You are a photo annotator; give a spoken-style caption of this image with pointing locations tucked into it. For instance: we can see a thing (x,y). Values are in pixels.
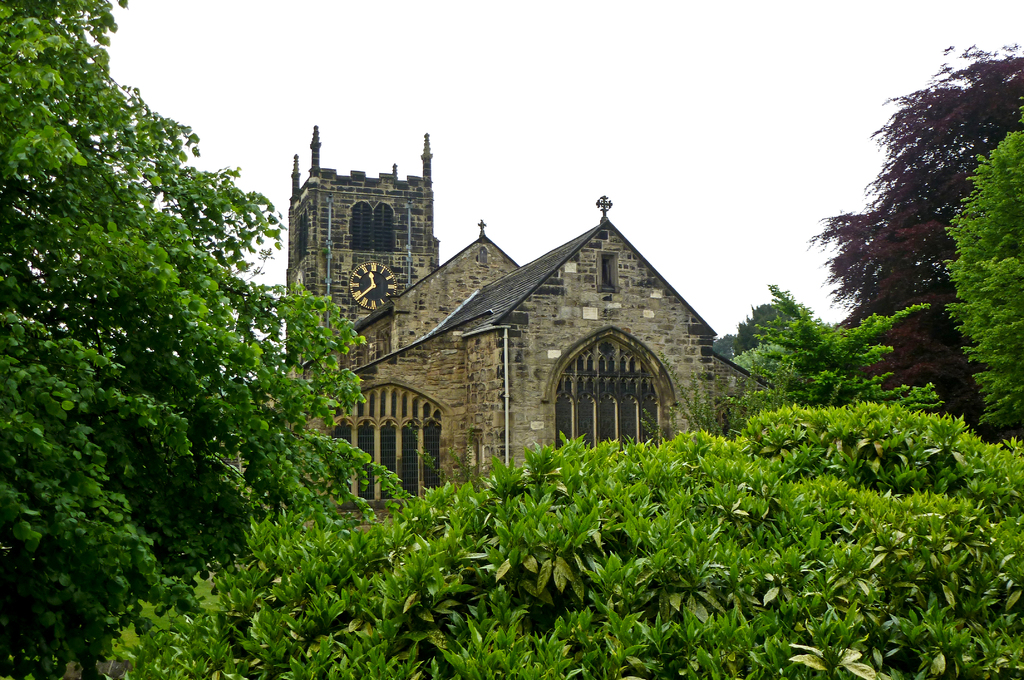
In this picture there is a church (505,407) in the center of the image (489,261), on which there is a clock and there is greenery (1002,241) in the image and there is sky (252,15) at the top side of the image (601,183).
